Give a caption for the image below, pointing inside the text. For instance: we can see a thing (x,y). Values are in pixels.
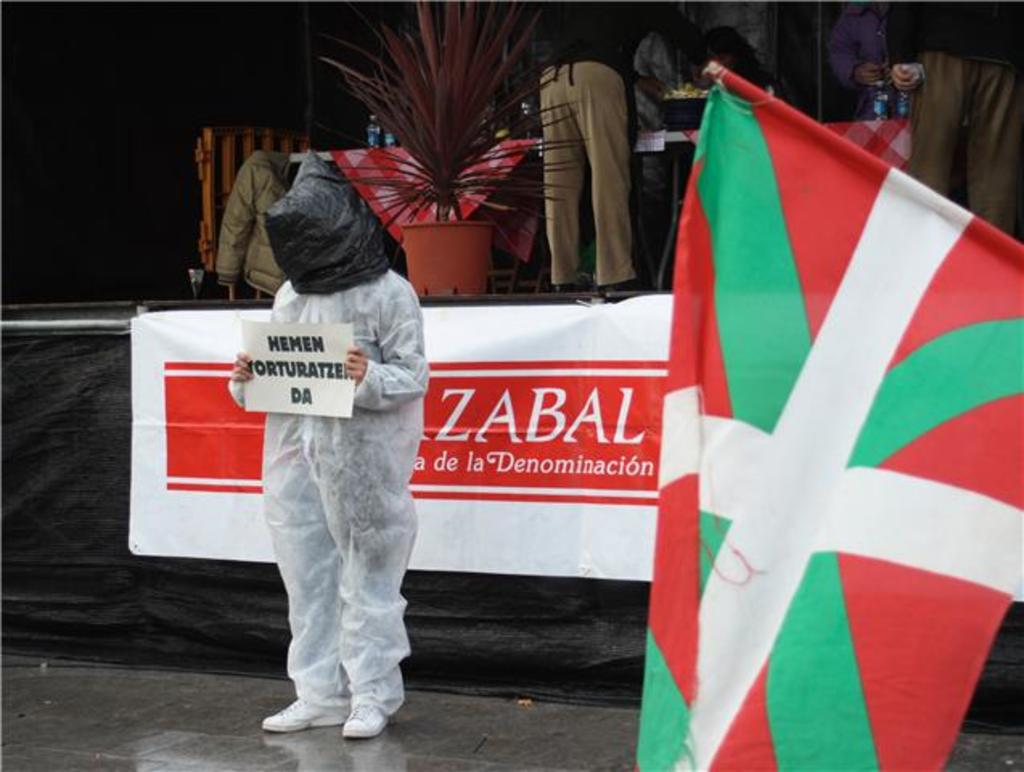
In this image there is a person (353,405) holding the poster (316,386). Behind him there is a banner (520,538). On the right side of the image (837,645) there is a flag (709,734). At the bottom of the image (144,744) there is a floor (194,733). In the center of the image (668,271) there is a stage (586,291). There is a table (509,149). On top of it there are water bottles (374,138) and a few other objects (671,110). There are people (658,113) standing on the stage (540,154).
